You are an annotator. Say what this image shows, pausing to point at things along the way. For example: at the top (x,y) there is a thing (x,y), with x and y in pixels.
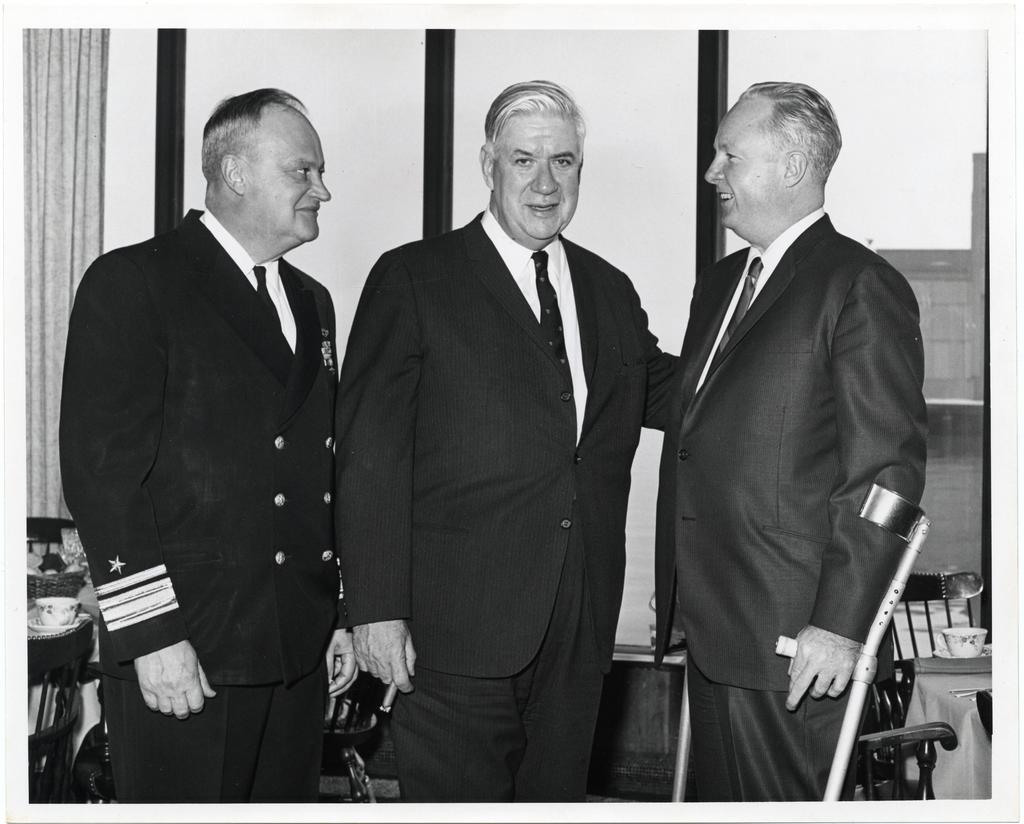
In the middle of the image (412,518) three persons (257,114) are standing and holding sticks (848,770) and cigarette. Behind them we can see some chairs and tables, on the tables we can see some cups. At the top of the image (474,66) we can see some glass windows (215,73) and curtain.
